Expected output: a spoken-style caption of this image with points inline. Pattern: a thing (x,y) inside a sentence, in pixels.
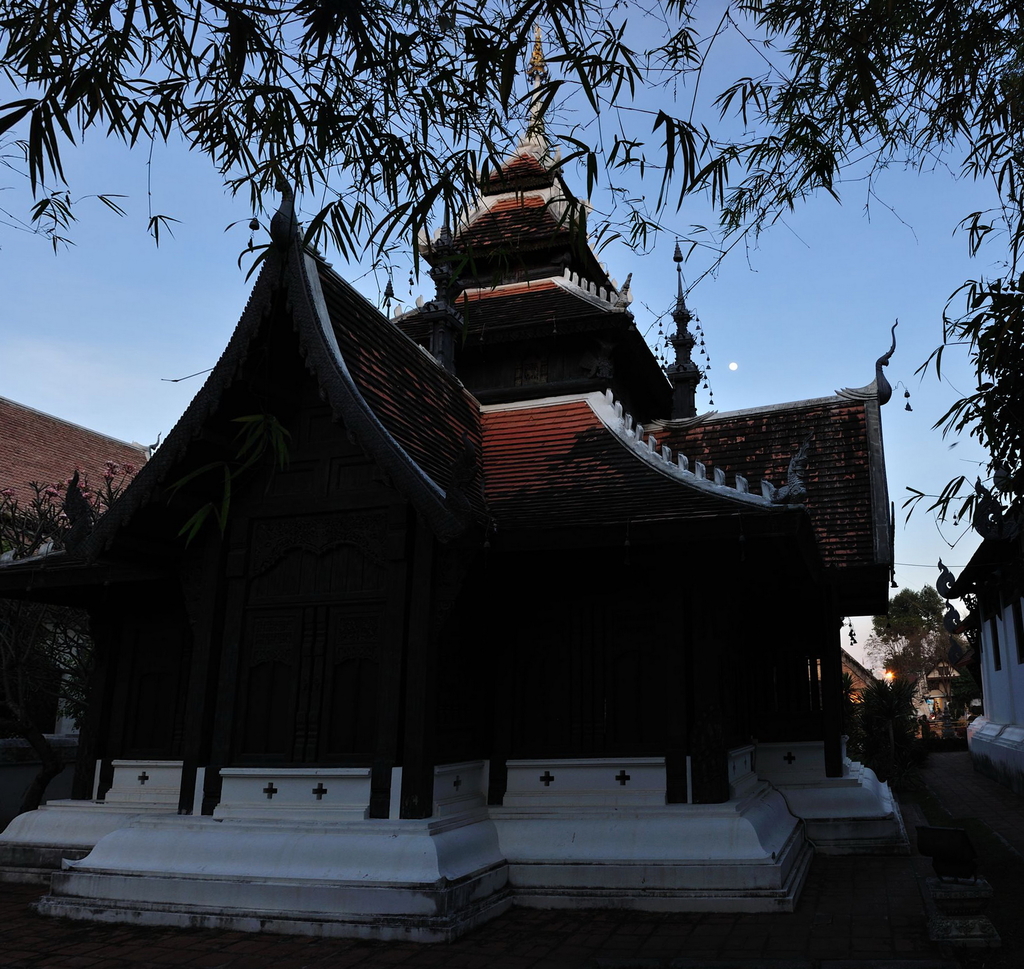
In this picture we can observe a building (536,446) which was constructed in Thai style. There are trees (305,120). In the background (799,288) there is a sky (152,300).
